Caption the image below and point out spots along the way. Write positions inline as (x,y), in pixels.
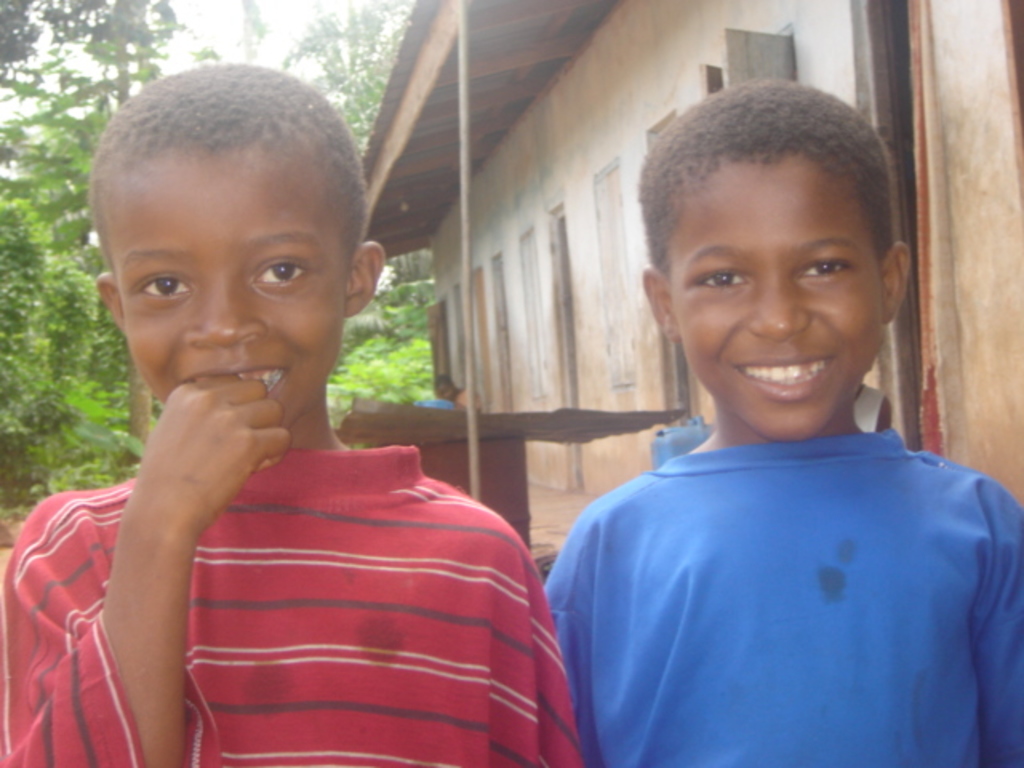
In this image in the front (770,546) there are Kids (676,542) smiling. In the background (547,224) there is a house (547,224) and there are trees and there is a pole (464,238) and there is a person (452,391) visible.
